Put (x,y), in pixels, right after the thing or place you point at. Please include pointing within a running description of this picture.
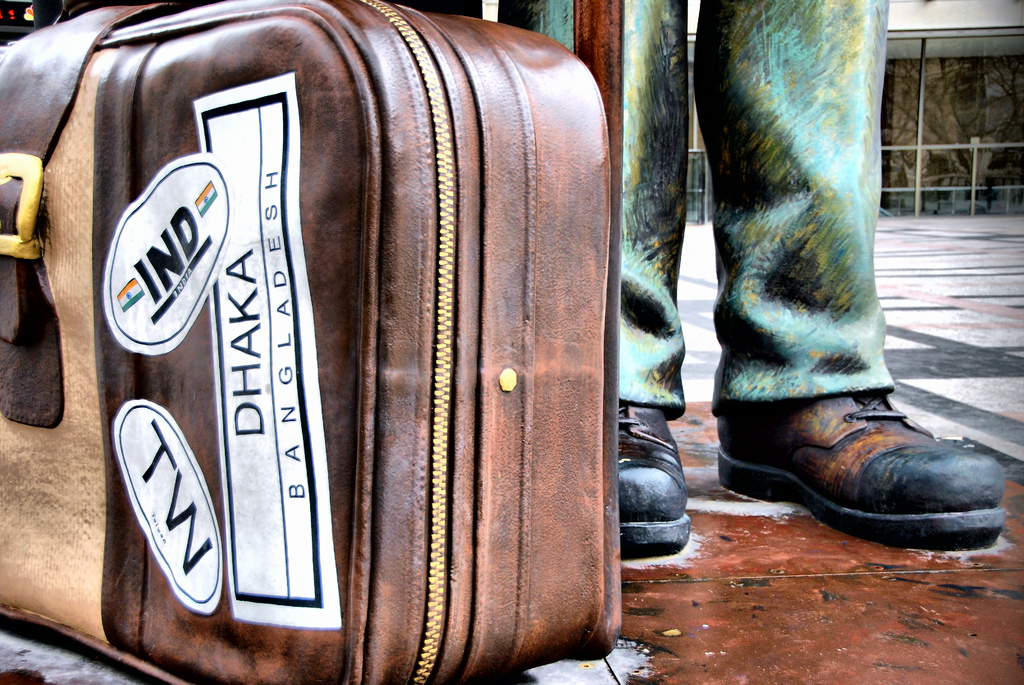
Left side of the image (111,324) there is a suitcase (349,152). Top right side of the image (866,33) there is a person (830,192), Behind him there is a fencing (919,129).
